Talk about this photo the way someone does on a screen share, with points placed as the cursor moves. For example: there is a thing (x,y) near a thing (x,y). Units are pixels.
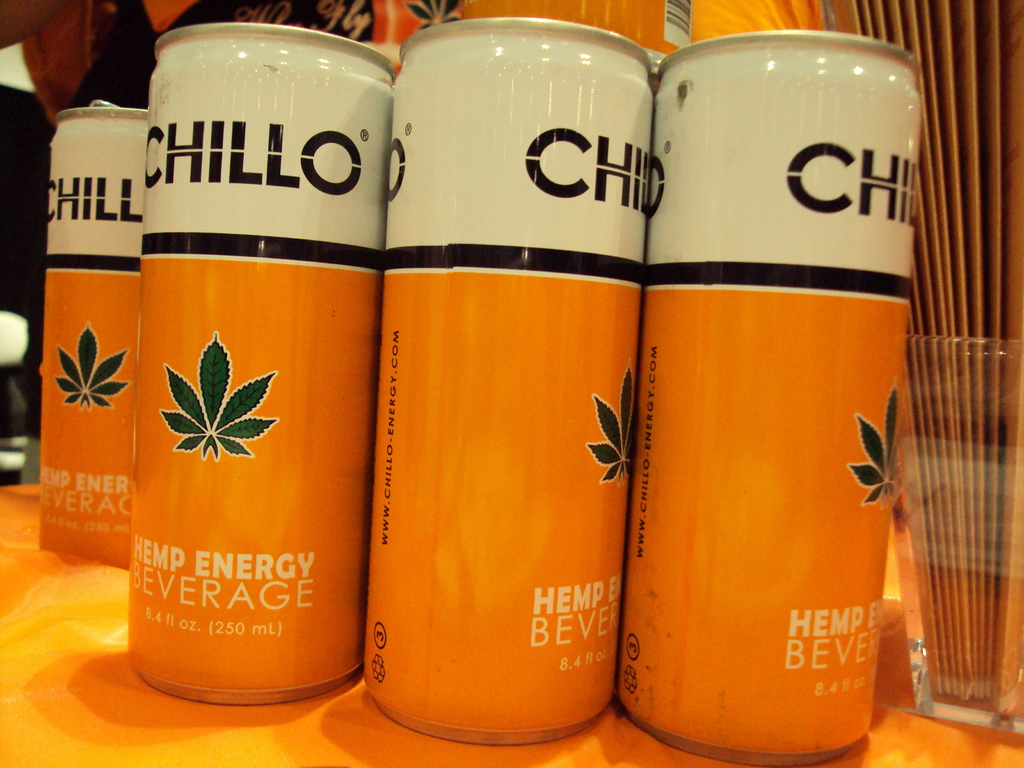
In this picture, we can see a few things (391,299) on the table (480,767), and we can see some object (957,340) on the right side of the picture (954,255).
